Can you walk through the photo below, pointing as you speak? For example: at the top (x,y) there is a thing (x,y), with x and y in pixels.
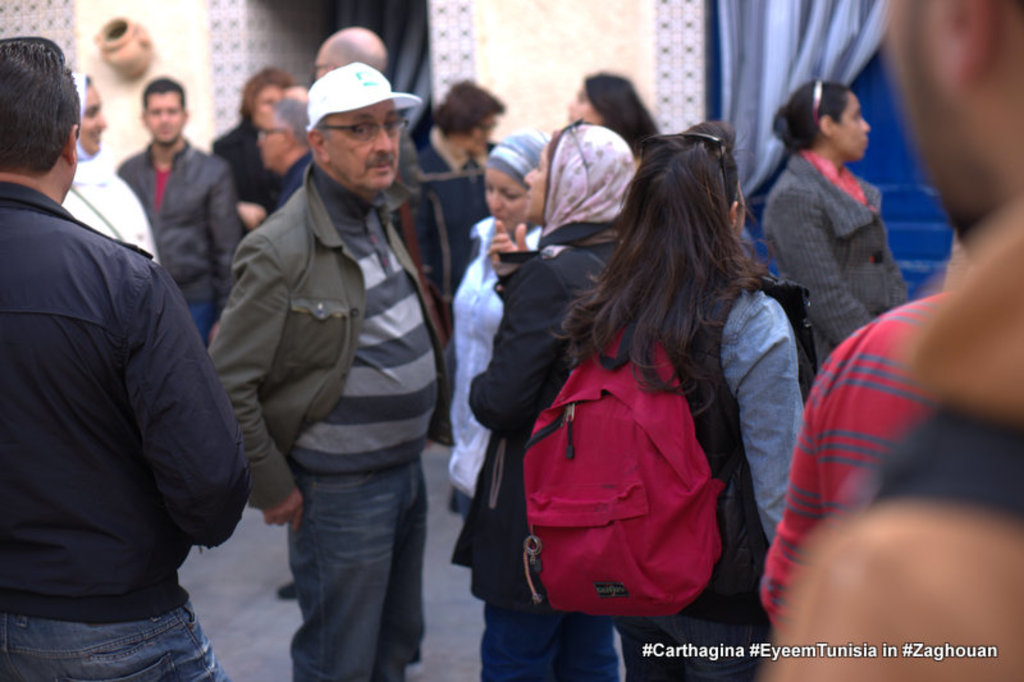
In this image I can see group of people (455,224) standing. One person (683,215) is wearing red color bag (595,455). Back I can see a white wall (577,30) and blue curtain (752,28).
